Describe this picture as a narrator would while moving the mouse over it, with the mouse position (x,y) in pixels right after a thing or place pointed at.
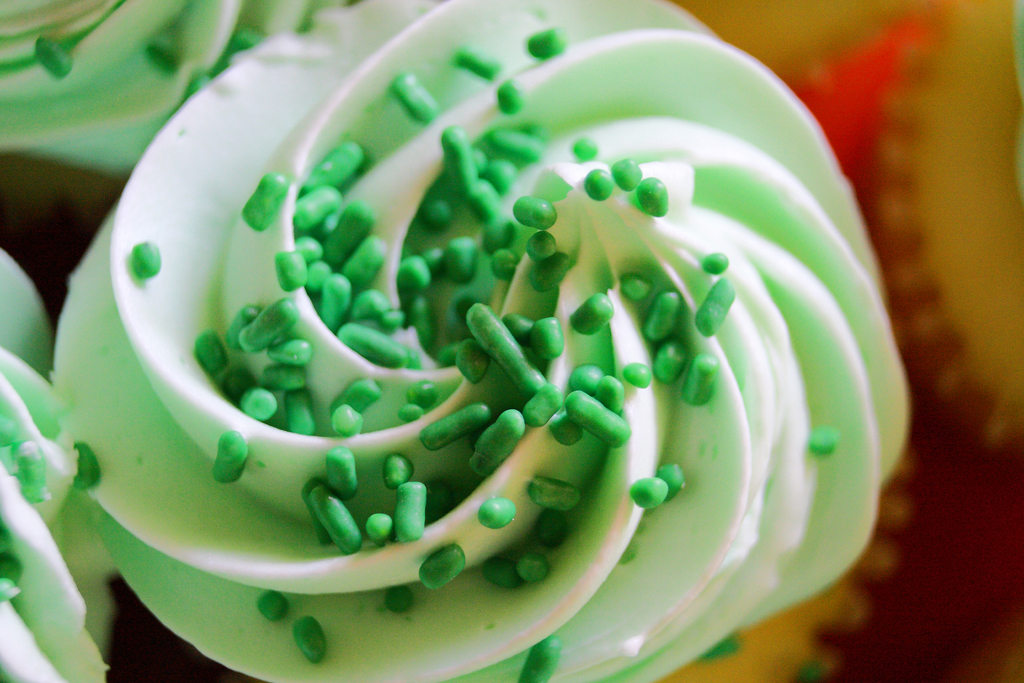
In this picture we can see some food items (155,277) throughout the image.
